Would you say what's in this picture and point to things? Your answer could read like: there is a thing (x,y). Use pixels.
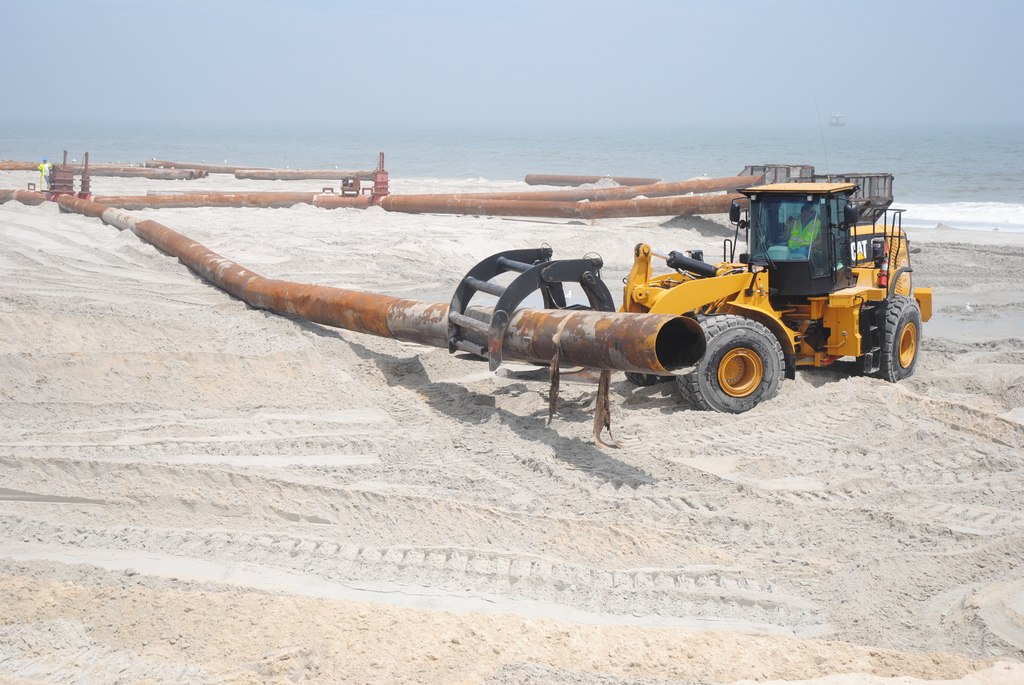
On the right side (792,331) there is a JCB (777,327) in yellow color, there are iron pipes (281,298) in this image. At the back side (446,151) there is the sea (491,177).
